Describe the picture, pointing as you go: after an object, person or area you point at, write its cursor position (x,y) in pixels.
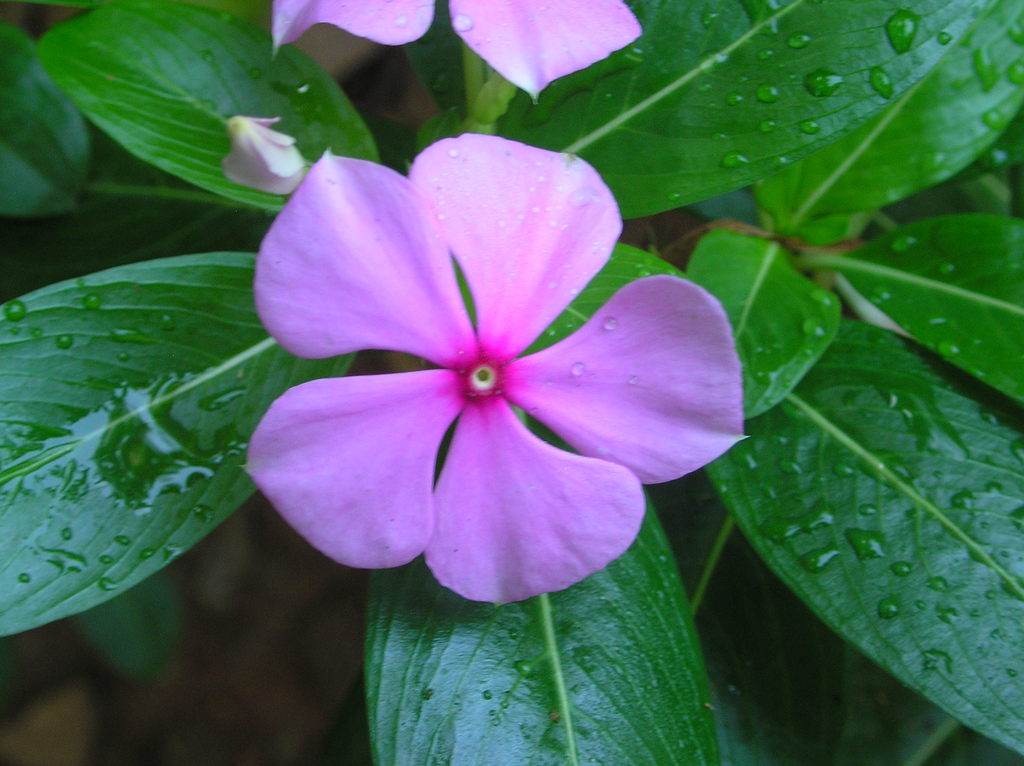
In this image I can see two pink colour flowers (541,44) and number of green colour leaves (757,247).
